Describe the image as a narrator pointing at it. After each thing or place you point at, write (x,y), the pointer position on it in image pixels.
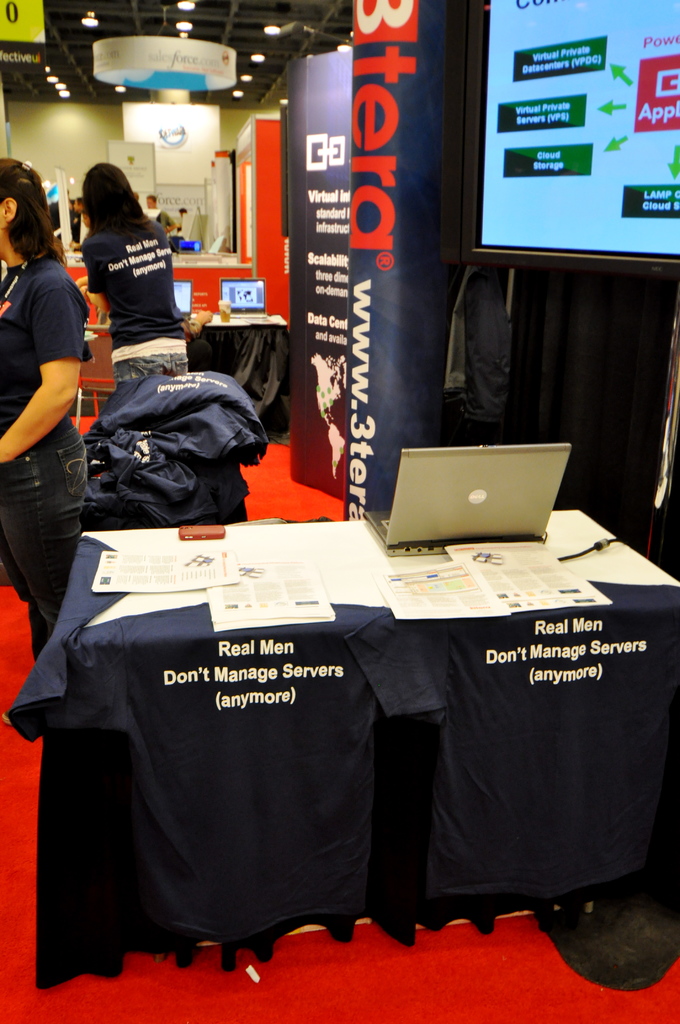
In this image we can see tablecloths (675,809), laptops (455,528), papers (191,583), screen (528,55), hoardings (375,310), boards (136,56), and people (194,326). In the background (24,124) we can see wall (98,150), ceiling (156,18), and lights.
